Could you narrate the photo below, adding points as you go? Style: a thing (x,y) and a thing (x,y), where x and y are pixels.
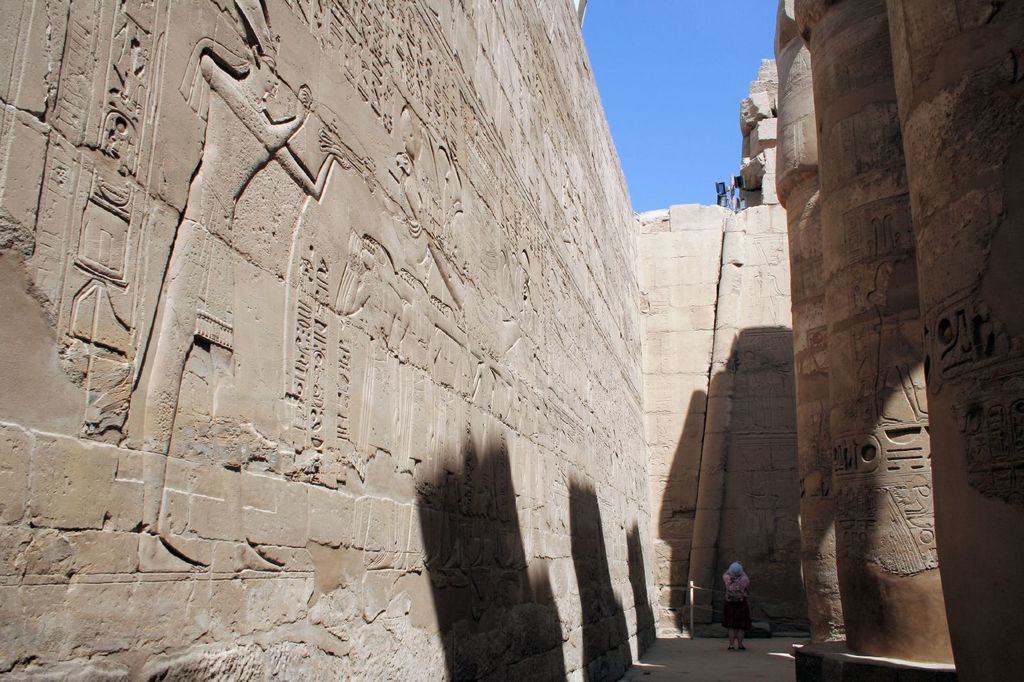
In this picture I can see a person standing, there are carvings (758,464) on the pillars (882,62) and on the wall (575,214), and in the background (664,88) there is sky (707,63).
